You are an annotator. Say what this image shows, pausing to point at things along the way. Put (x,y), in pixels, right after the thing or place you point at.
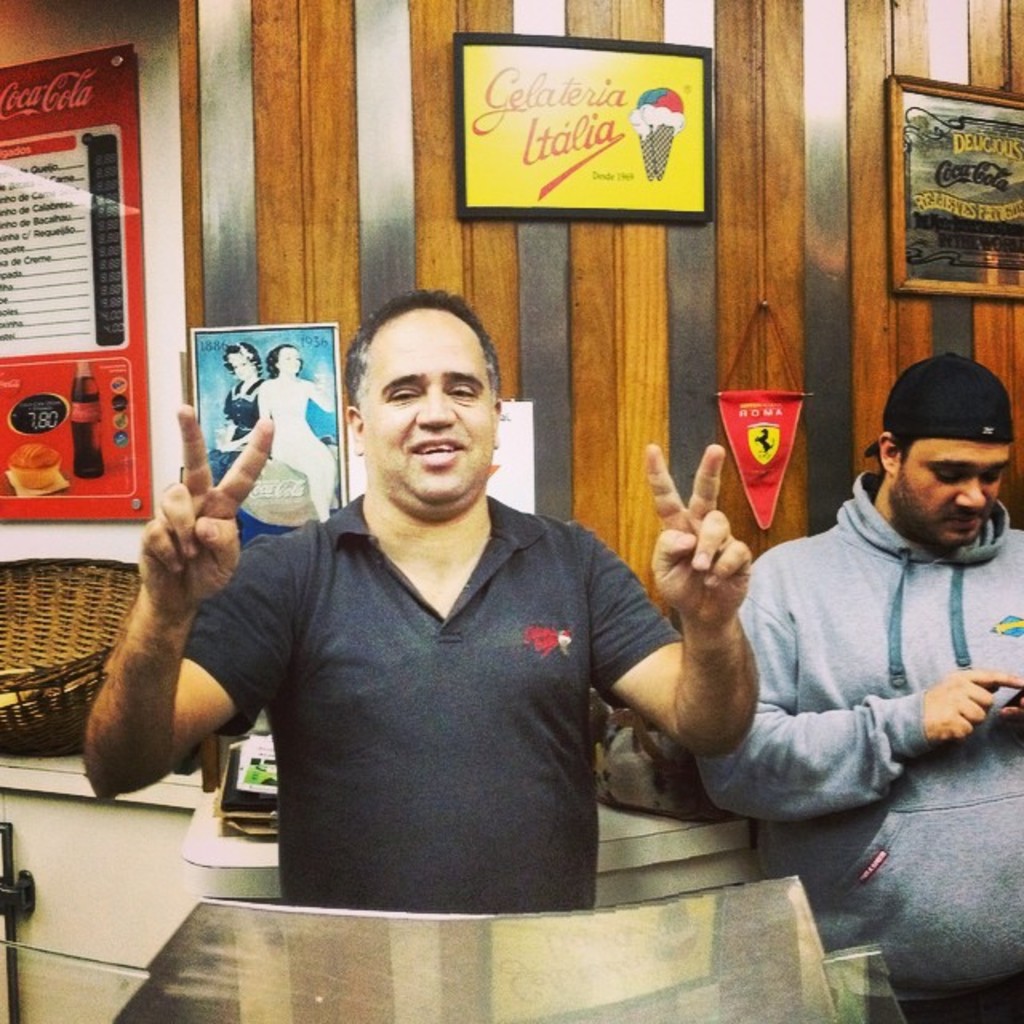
In this image we can see two people (925,520), among them one person (924,492) is wearing a black color cap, behind them, we can see a wall (362,161) with some boards (255,382), there are some other objects (237,763) on the table (144,796).
